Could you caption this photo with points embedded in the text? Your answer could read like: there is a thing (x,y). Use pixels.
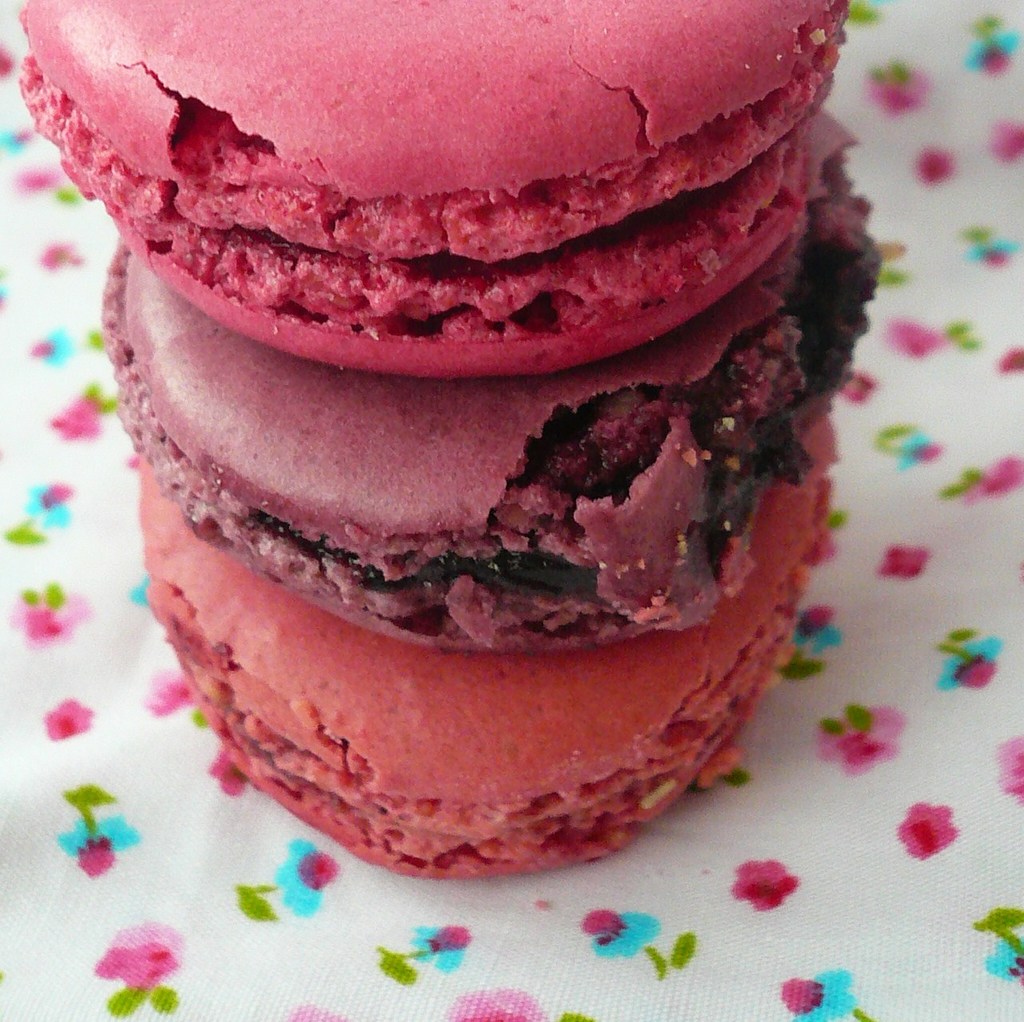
This image consists of cakes (536,732) in different colors. At the bottom (634,927), it looks like a cloth (356,946).
